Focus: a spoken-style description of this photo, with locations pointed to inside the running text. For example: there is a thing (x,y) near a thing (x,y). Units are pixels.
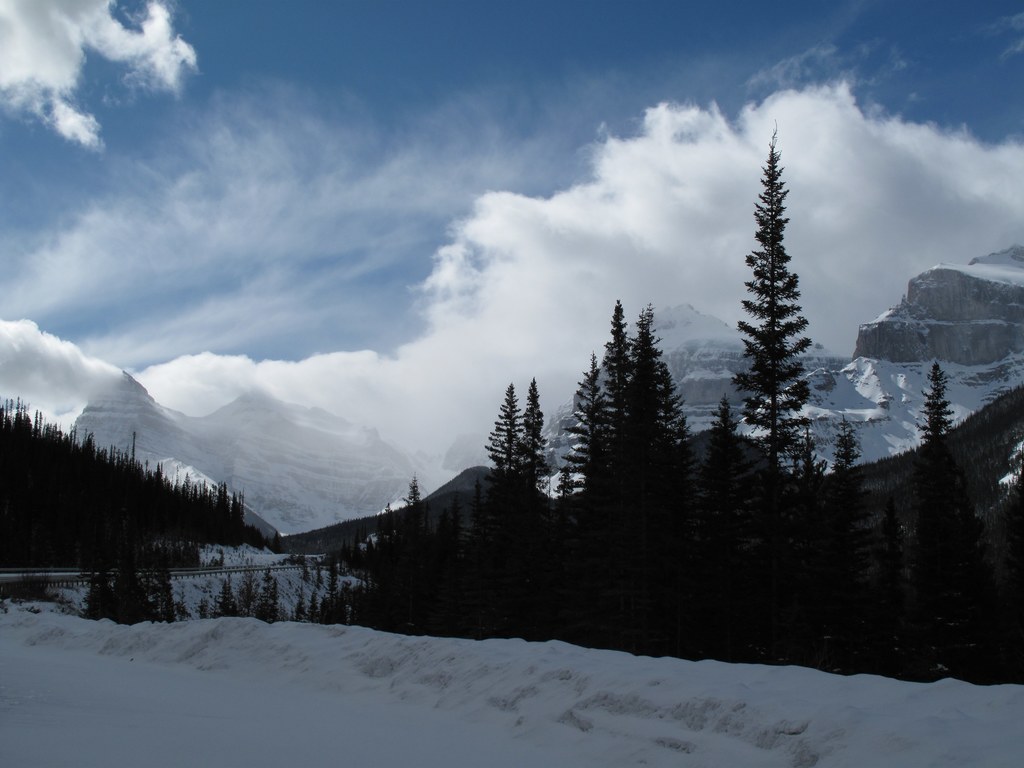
In this image we can see snow (690,734) on the ground (556,701), trees (592,613) and in the background (569,463) we can see snow (264,448) on the mountains (263,466) and clouds (70,25) in the sky (418,327).
